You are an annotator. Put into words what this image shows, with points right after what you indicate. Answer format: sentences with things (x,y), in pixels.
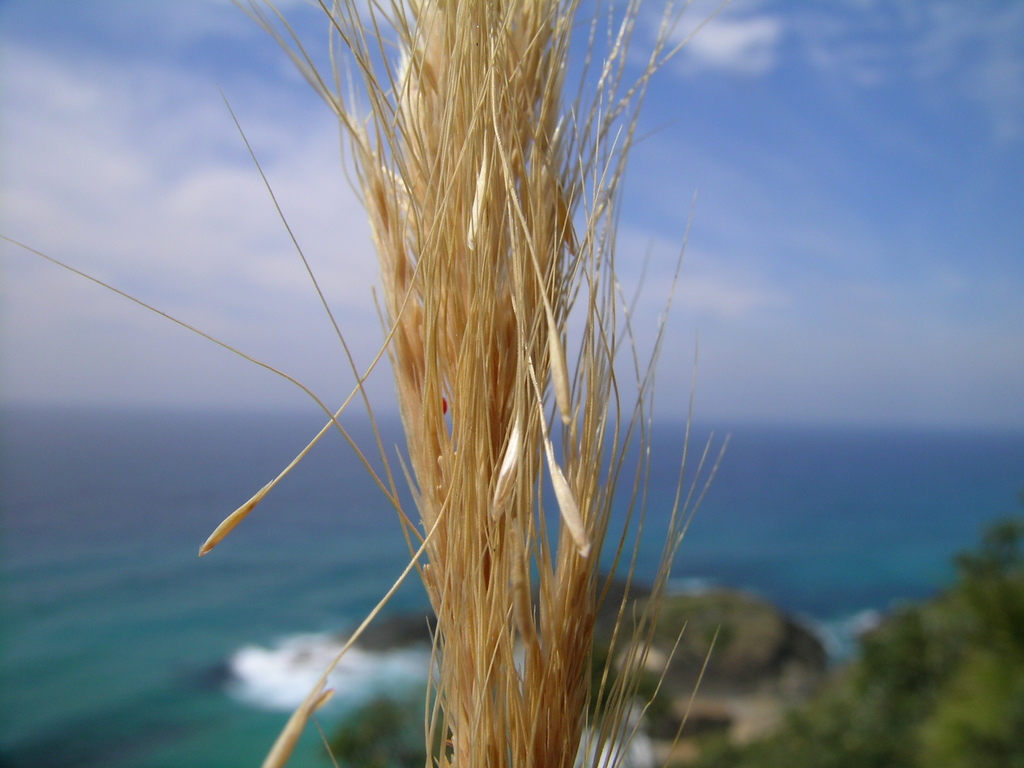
In this image I can see a plant (472,355) which is brown in color. In the background (275,569) I can see the water (205,531), few trees (885,645), few rocks (792,646) and the sky (709,168).
